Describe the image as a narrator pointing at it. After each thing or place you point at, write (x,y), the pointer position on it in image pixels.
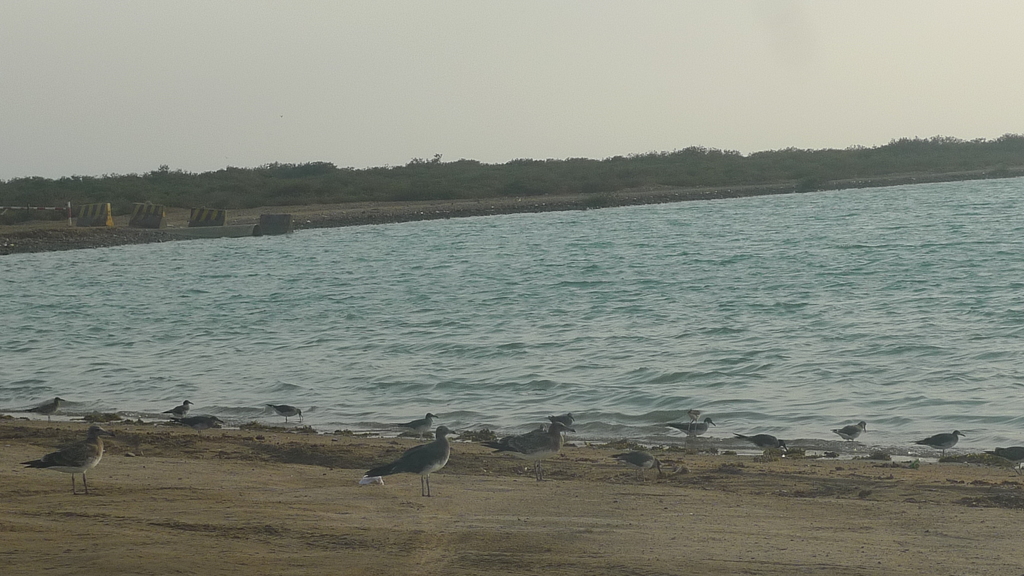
In this image we can see water (511,326), few birds (393,472) on the sand (535,514) near the water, there we can see few big stones (105,207), a pole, few trees (400,174) and the sky (548,142).
